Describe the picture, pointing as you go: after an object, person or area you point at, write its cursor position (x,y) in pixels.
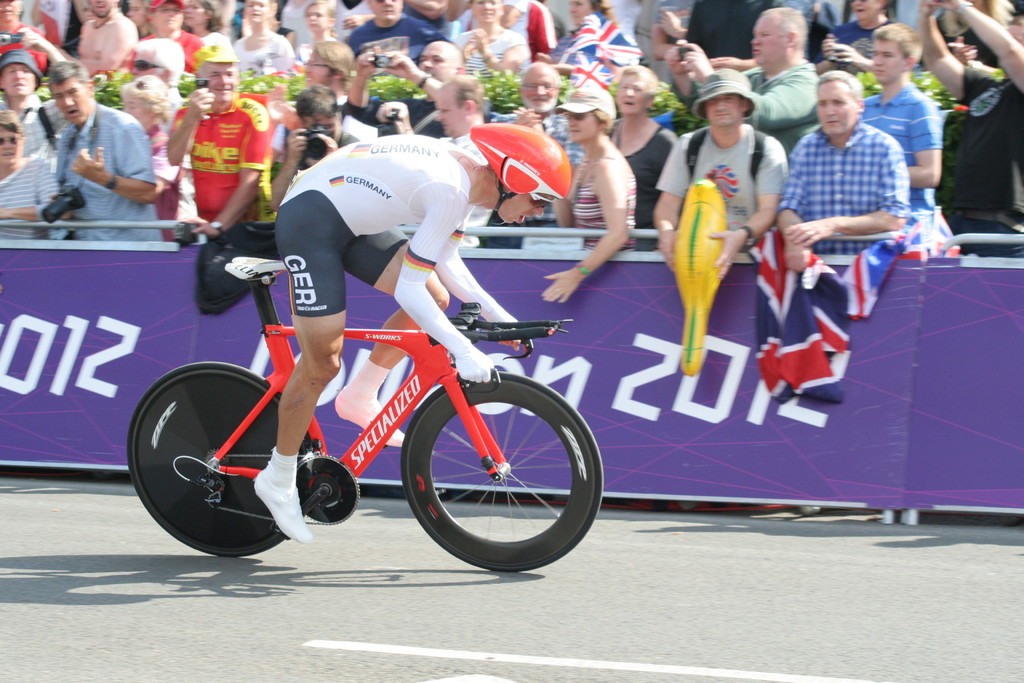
Group of people (924,38) standing. This person (394,204) riding bicycle (251,491). This is road (476,626). This person (798,247) holding flag (787,302). This person (89,195) holding camera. This person (507,184) wear helmet (542,164).
